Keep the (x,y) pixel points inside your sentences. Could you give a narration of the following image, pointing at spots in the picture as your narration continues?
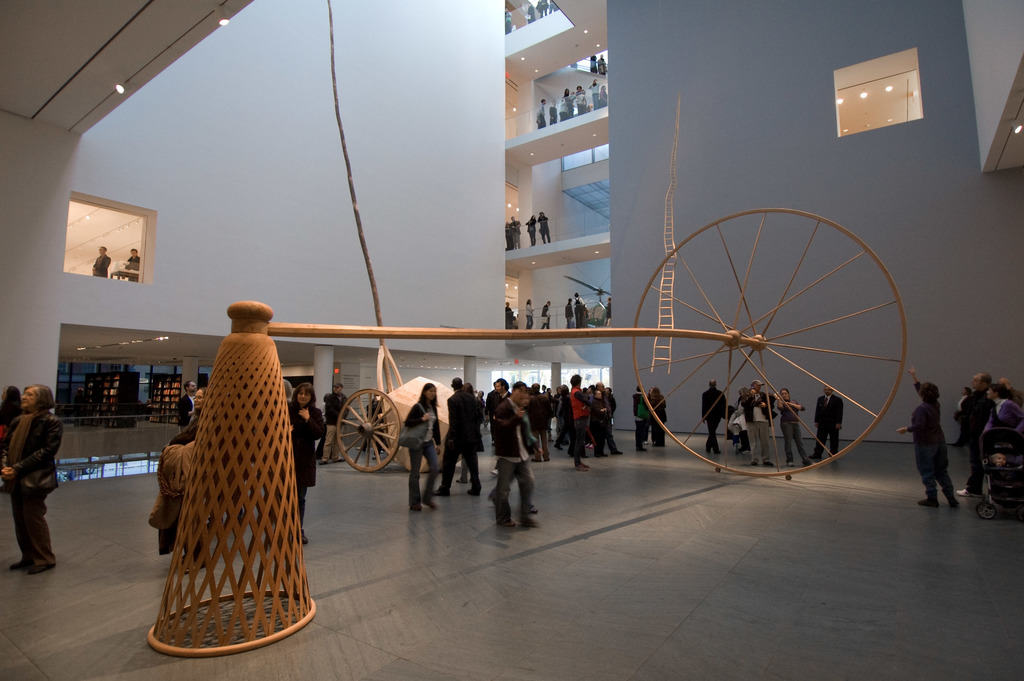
In this picture I can see a building (796,34) and few people (23,406) are standing and I can see few people (608,313) standing on the each floor (540,257) of the building (539,193) and looks like a architecture (576,337) on the floor (691,469) and I can see another wooden architecture (197,459) on the left side (214,473) and few lights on the ceiling (137,74).
